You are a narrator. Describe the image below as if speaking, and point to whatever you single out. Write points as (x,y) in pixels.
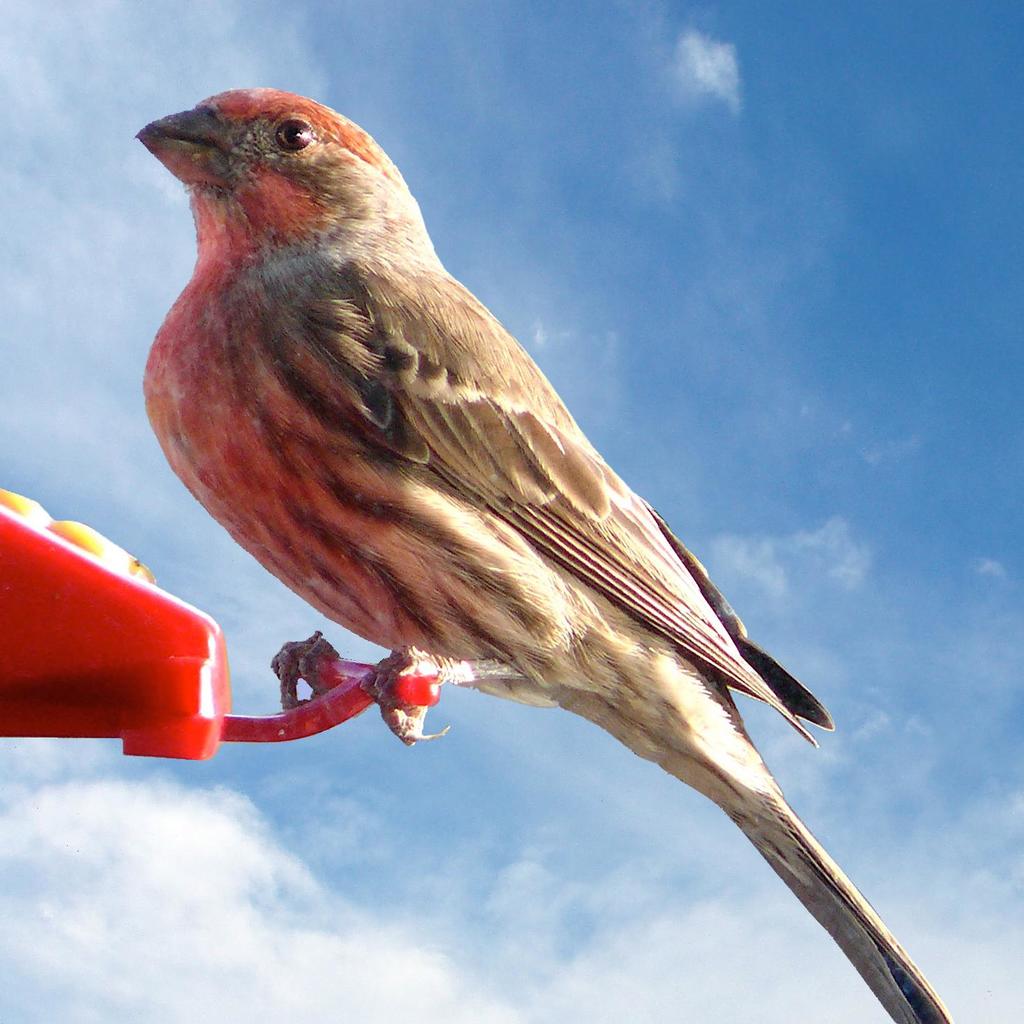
In this image we can see an object (191,728). There is a bird (412,413) sitting on the object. There is a blue and a slightly cloudy sky (838,327) in the image.
